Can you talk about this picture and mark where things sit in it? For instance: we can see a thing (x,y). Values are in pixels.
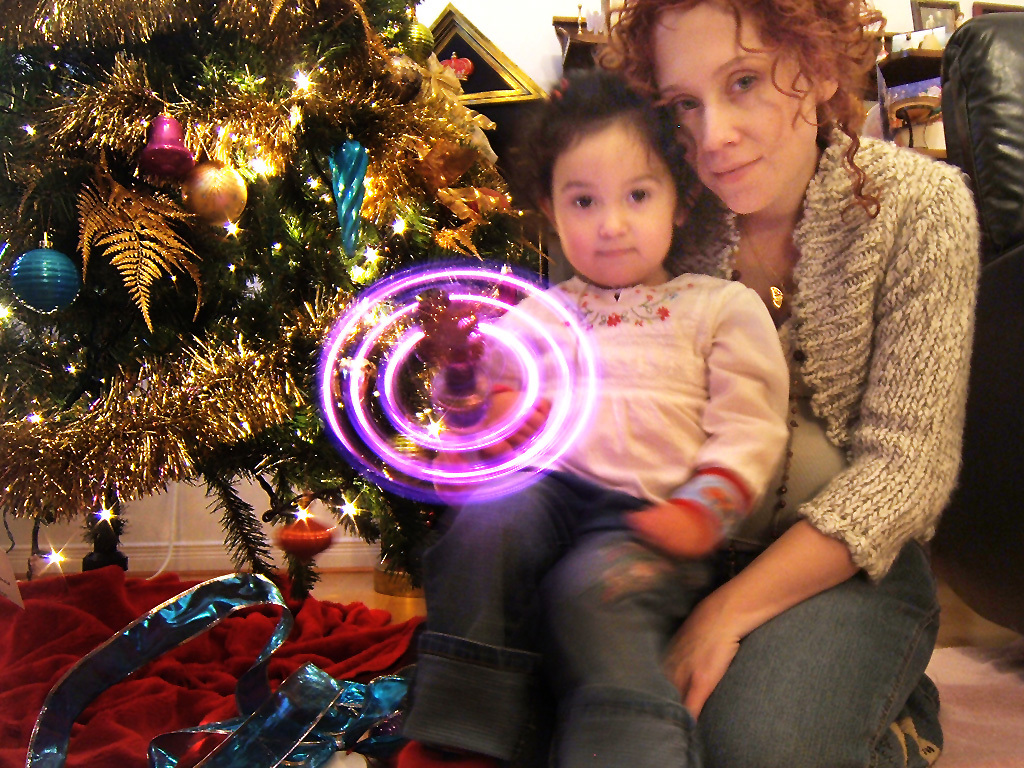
In the image there is a woman (858,430), she is holding a baby (535,433) with her hand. On the left side (110,260) there is a Christmas tree (128,102), behind the woman (809,144) there is a sofa (945,557) and other objects (918,51).
